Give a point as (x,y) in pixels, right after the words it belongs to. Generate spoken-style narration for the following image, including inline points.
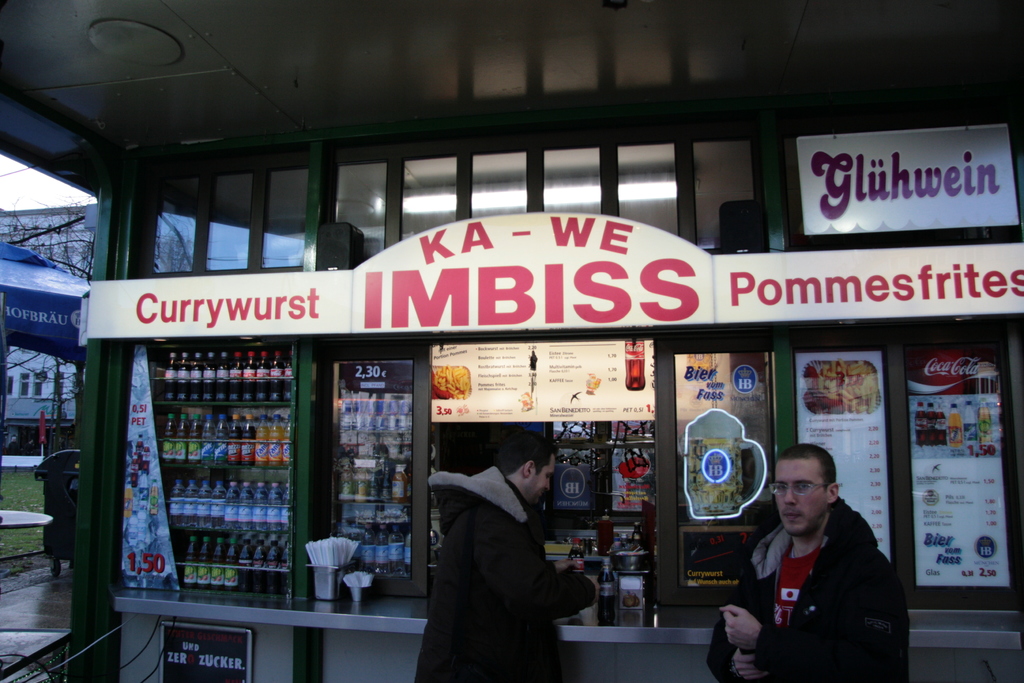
In this image I can see two people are standing. Background (463,267) I can see a stall (495,324) and I can also see few bottles (279,438) and few objects (636,583) on the table (688,623). Back I can see a building (41,365), windows (27,386), blue tent (24,287), dustbin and dry tree (62,209).
